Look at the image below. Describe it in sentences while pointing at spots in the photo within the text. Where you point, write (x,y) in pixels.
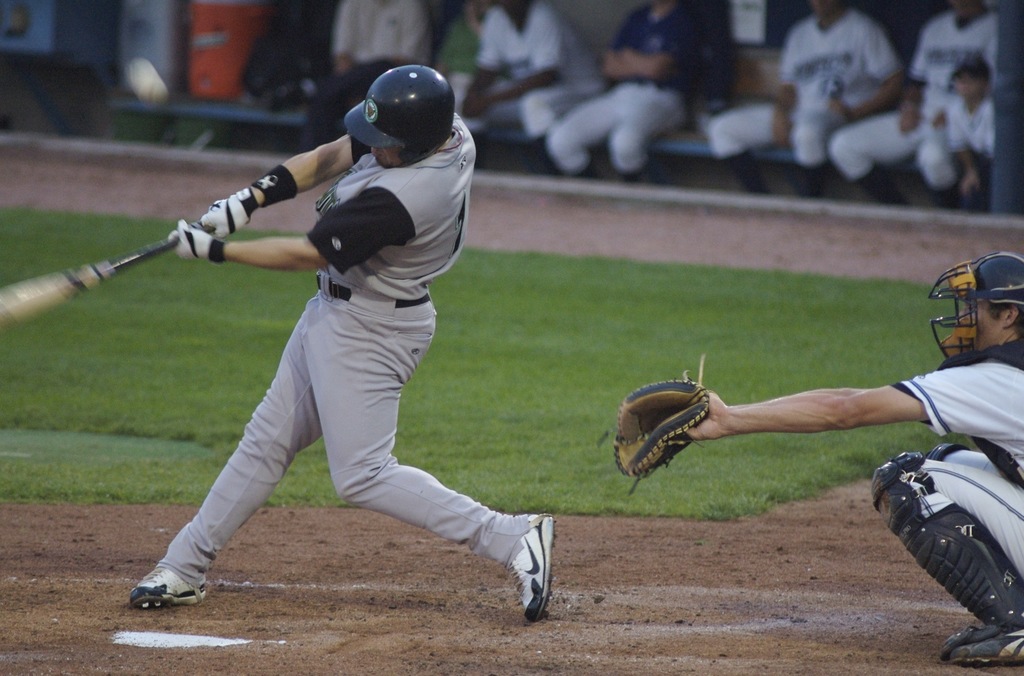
In this picture, we see a man (355,240) who is wearing a black helmet (407,78) is standing and he is holding a baseball bat (140,256) in his hands (224,218). He is playing a baseball. On the right side (967,573), we see a man (1011,469) is in squat position. At the bottom (594,568), we see the soil (550,642) and the grass (566,418). In the background (819,155), we see the people (668,87) are sitting on the bench (506,141). Beside them, we see the objects (151,50) in black, grey and orange color. This picture is blurred in the background (784,190).
